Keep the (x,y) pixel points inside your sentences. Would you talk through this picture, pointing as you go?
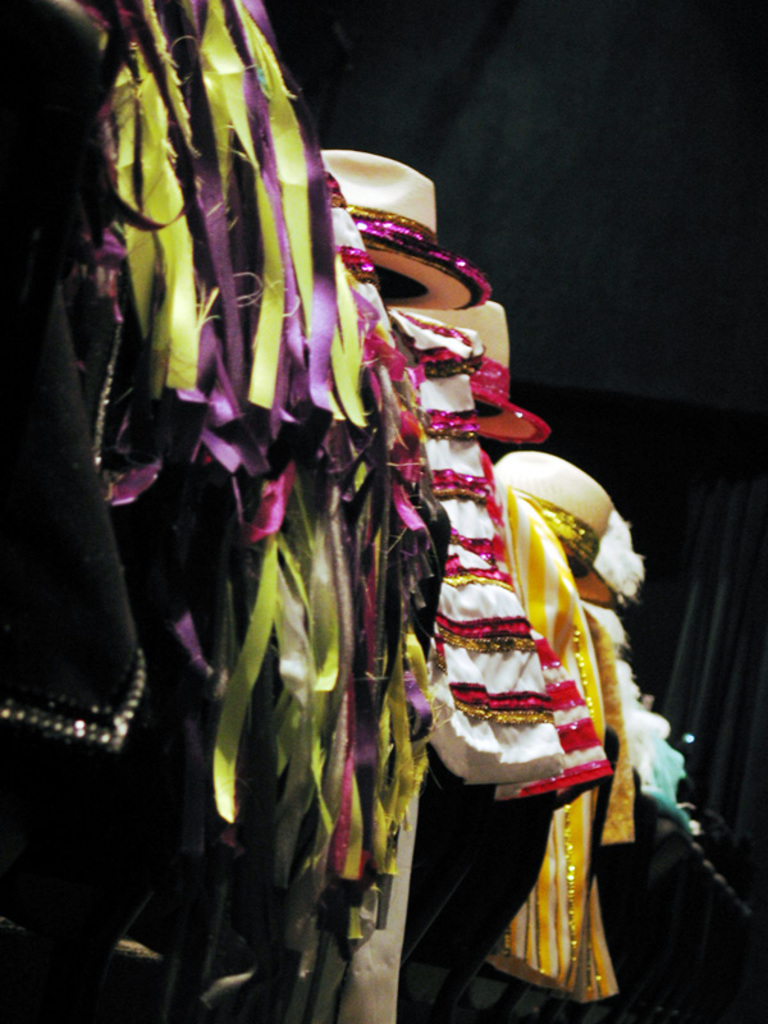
In this image we can see hats (494,333) and clothes (187,464). There is a dark background (501,206).
